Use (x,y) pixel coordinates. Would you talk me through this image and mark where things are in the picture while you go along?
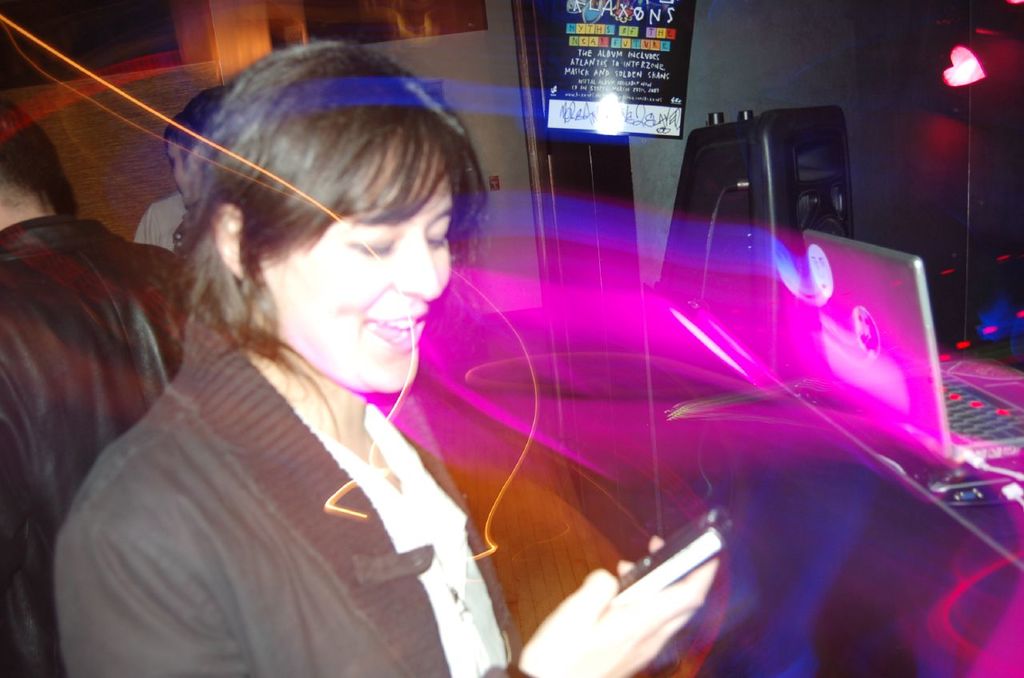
In this image I can see a woman (397,464). On the right side (869,295) I can see a laptop (842,290).
